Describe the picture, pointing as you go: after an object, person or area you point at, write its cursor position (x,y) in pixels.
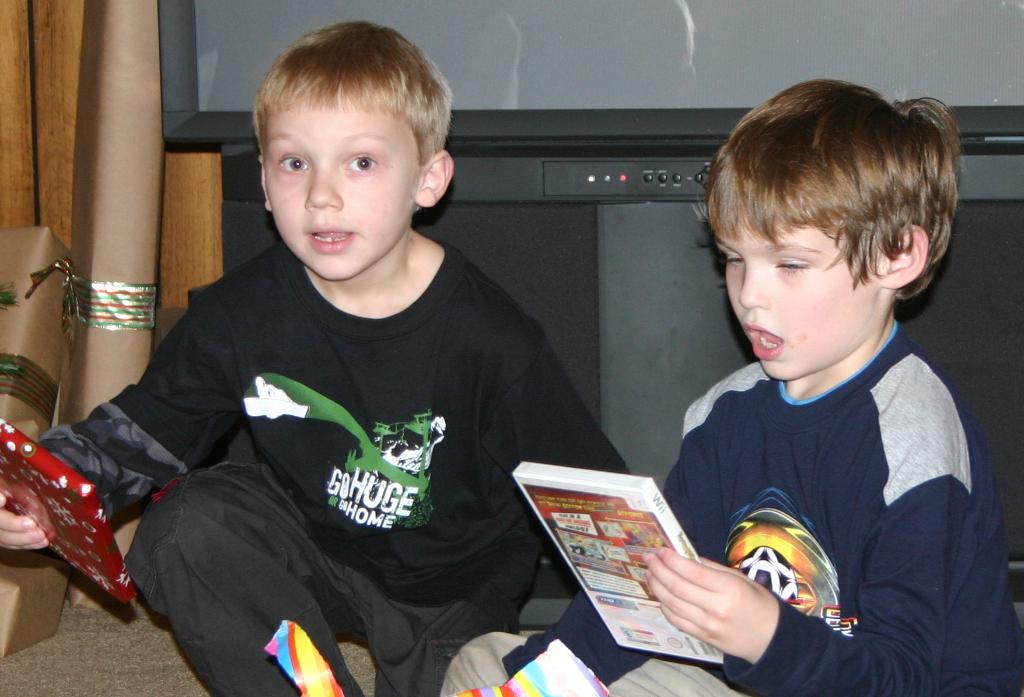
In this image I can see two children (483,384) and I can see both of them are wearing t shirts (727,555). I can also see both of them are holding few things (32,491). In the background (50,233) I can see few brown colour things (88,282) and a television (541,119).
